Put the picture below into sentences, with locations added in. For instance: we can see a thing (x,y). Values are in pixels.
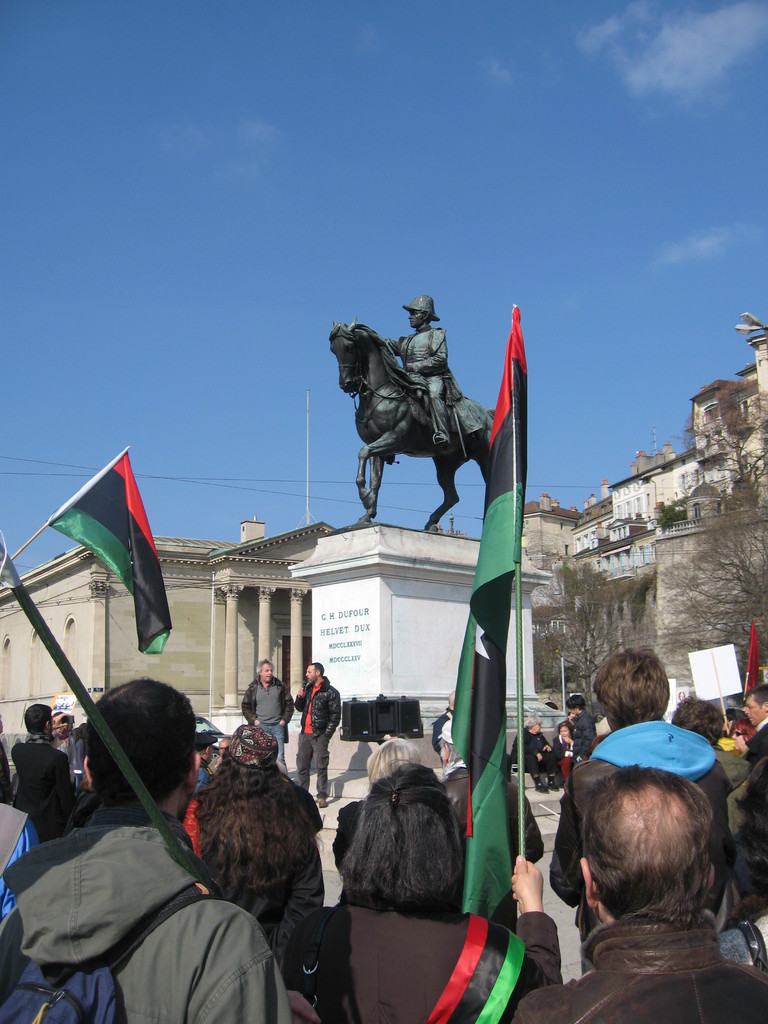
In the image we can see there is a clear sky (334,291) and there is a man statue (431,395) who is sitting on horse (408,426) and there is a flag (506,589) in front of where people (360,864) are holding it and at the back (644,529) there are building (654,588) and trees (697,563).
